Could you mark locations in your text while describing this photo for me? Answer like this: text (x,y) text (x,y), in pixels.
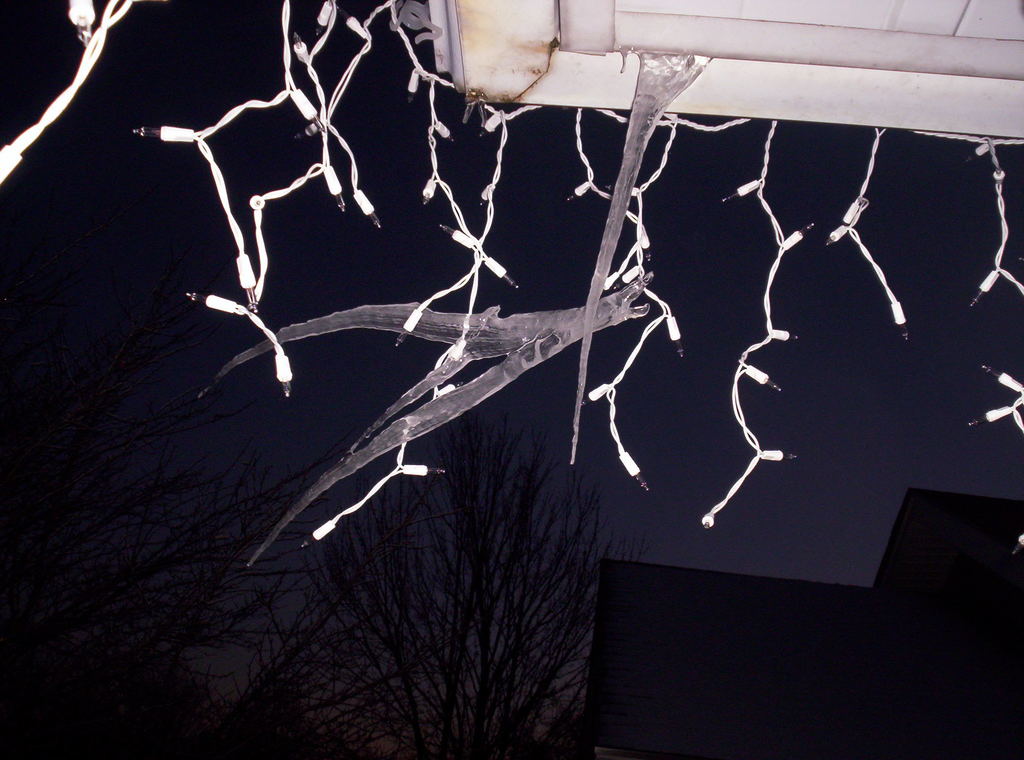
In this image we can see white color series lights (86,72) place on the top (1003,237). In the background (859,640) we can see group of trees (582,631), building (911,582) and sky (900,476).
